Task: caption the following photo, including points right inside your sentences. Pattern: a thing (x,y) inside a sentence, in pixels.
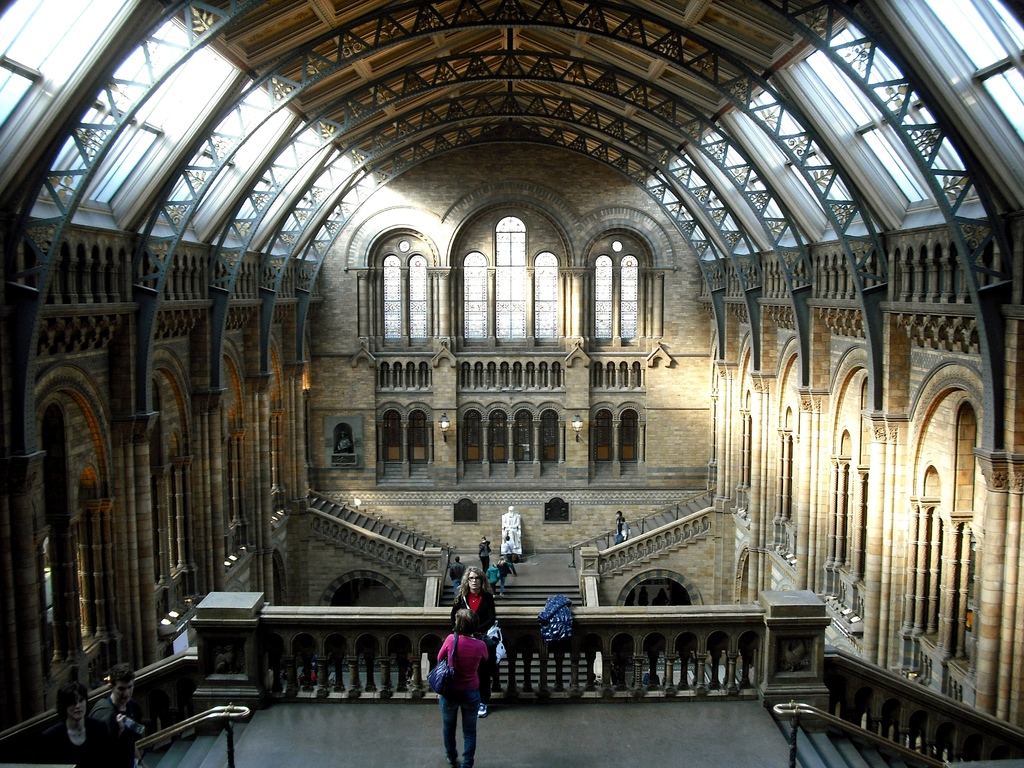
In this image I can see the group of people (459,614) standing inside the building (392,708). I can see these people (477,607) are wearing the different color dresses (454,584) and few people (458,651) with the bags (447,683). I can see the statue (508,526), railing (610,557), stairs (602,569) in the building (429,547). I can also see the board (334,432) and lights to the wall (461,431).
